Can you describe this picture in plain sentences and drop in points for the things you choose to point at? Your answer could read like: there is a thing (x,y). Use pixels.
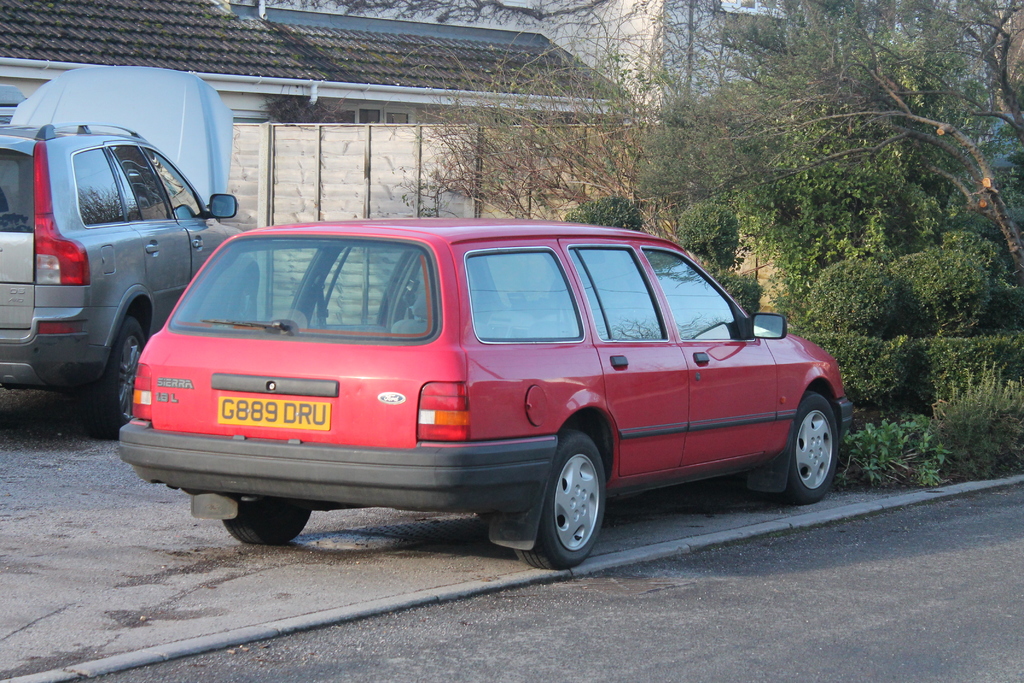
Here we can see two vehicles (182,365) on the ground (350,559). In the background (404,109) there are two houses (505,63), pipe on the wall (415,114), trees (940,140), plants (973,302), gate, wall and at the bottom (806,625) we can see a road (650,591).
